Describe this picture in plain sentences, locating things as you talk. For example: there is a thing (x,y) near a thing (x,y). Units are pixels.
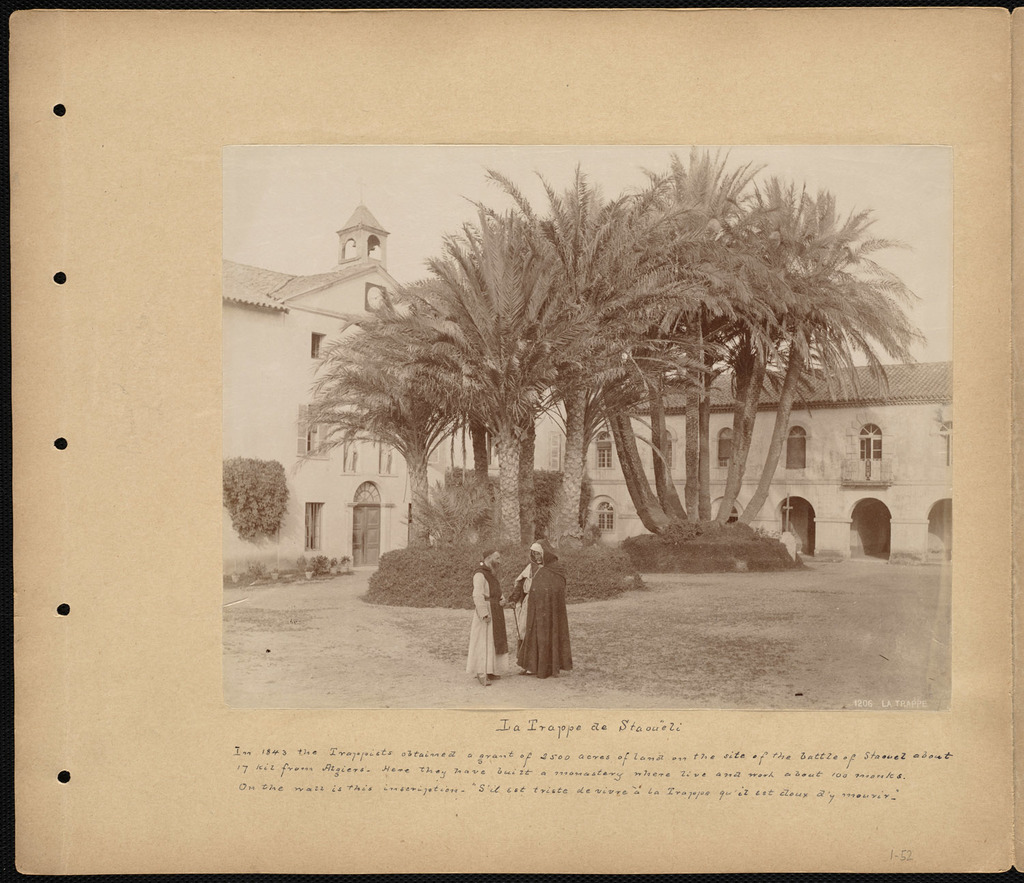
In this image there is a black and white photograph, in the photograph there is a building (316,485) and in front of the building (283,435) there are bushes (464,565) and trees (517,534) and there are a few people (531,583) standing, at the bottom of the photograph (603,732) there is some text (658,756) written.
